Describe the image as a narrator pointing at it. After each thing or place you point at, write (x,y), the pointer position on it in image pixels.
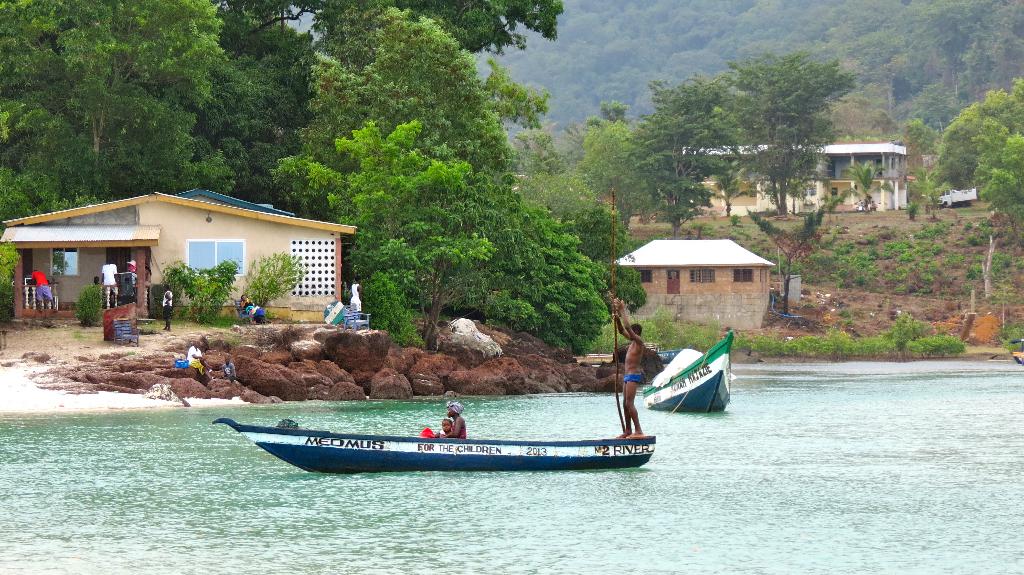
In this image we can see a group of buildings (765,269) with windows (754,273) and roofs (266,206), a group of people (167,310) are standing on the ground (216,328), chair (362,325) and a vehicle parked on the ground (935,221). In the foreground (711,363) we can see boats (412,453), group of persons (464,434) standing on boat (342,442) placed in the water (574,514).
